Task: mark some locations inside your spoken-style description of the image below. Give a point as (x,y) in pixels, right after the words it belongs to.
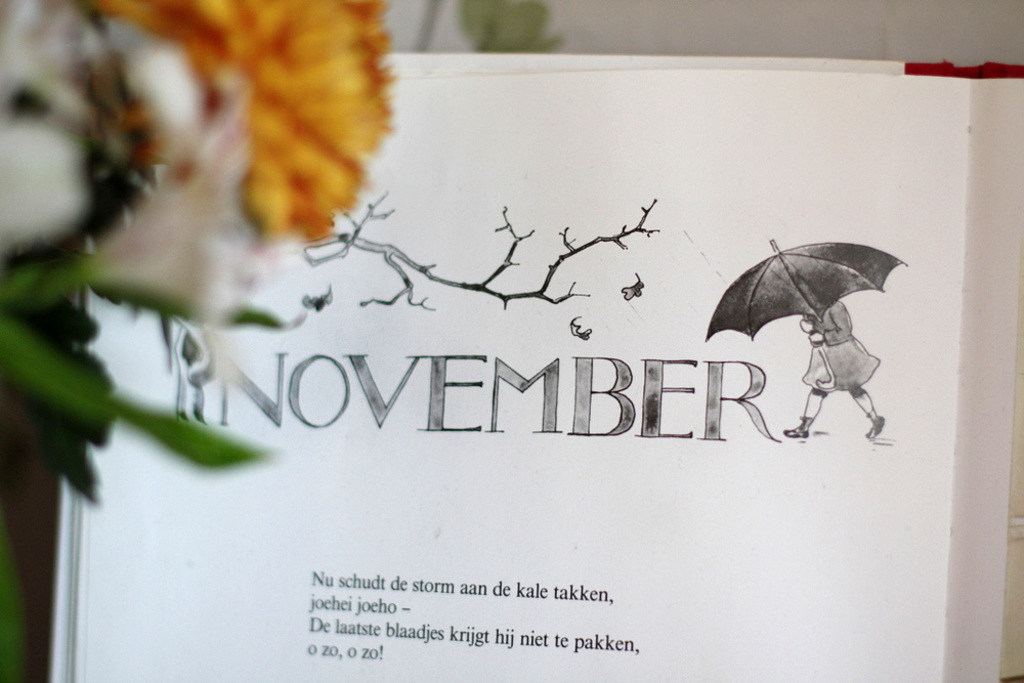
In the image there is a flower plant (87,121) on the left side (87,121) with a book (304,242) in the middle (495,424) with some text (381,418) on it.
